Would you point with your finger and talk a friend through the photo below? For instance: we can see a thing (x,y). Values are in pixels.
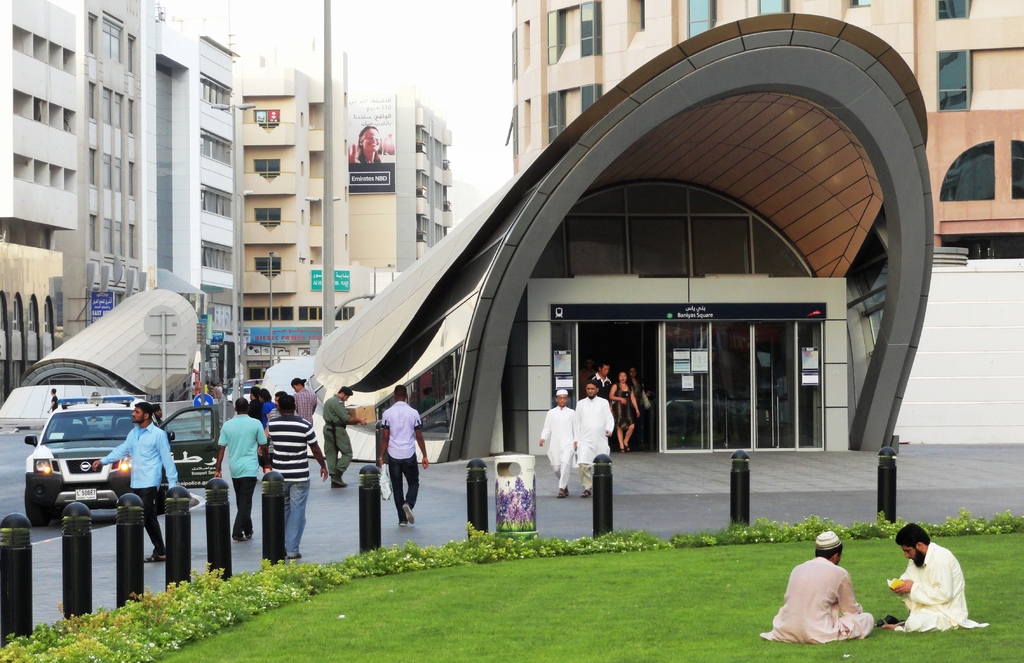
In the center of the image (395,332) we can see the buildings (282,246), boards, arch (323,367) and some persons (343,411). At the bottom of the image (388,592) we can see the grass (425,600), some plants (422,547), poles (597,504), garbage bin (520,483), vehicles (119,476), road (781,512) and two persons (929,594) are sitting on the ground (888,572). At the top of the image (418,47) we can see the sky (406,54).
